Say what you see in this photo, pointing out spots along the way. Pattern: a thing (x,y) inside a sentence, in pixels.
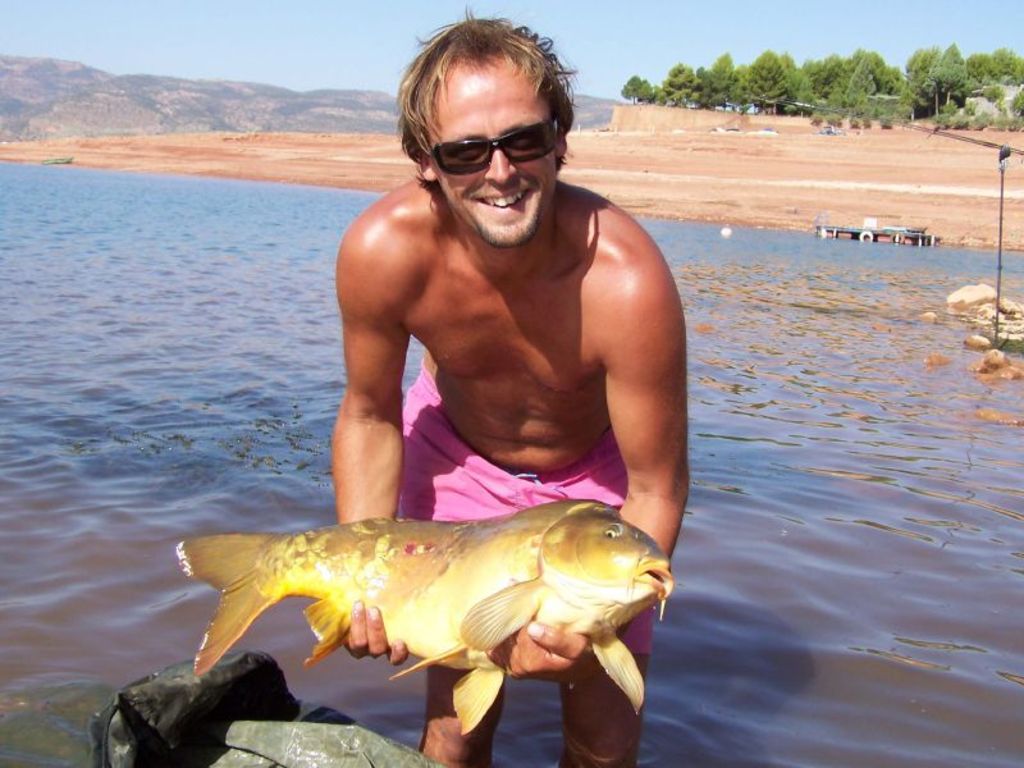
As we can see in the image there is water (139,211), a man (552,339) holding fish (458,570), stones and hill (256,108). In the background (825,100) there are trees (848,72). On the top (507,16) there is sky (318,16).
